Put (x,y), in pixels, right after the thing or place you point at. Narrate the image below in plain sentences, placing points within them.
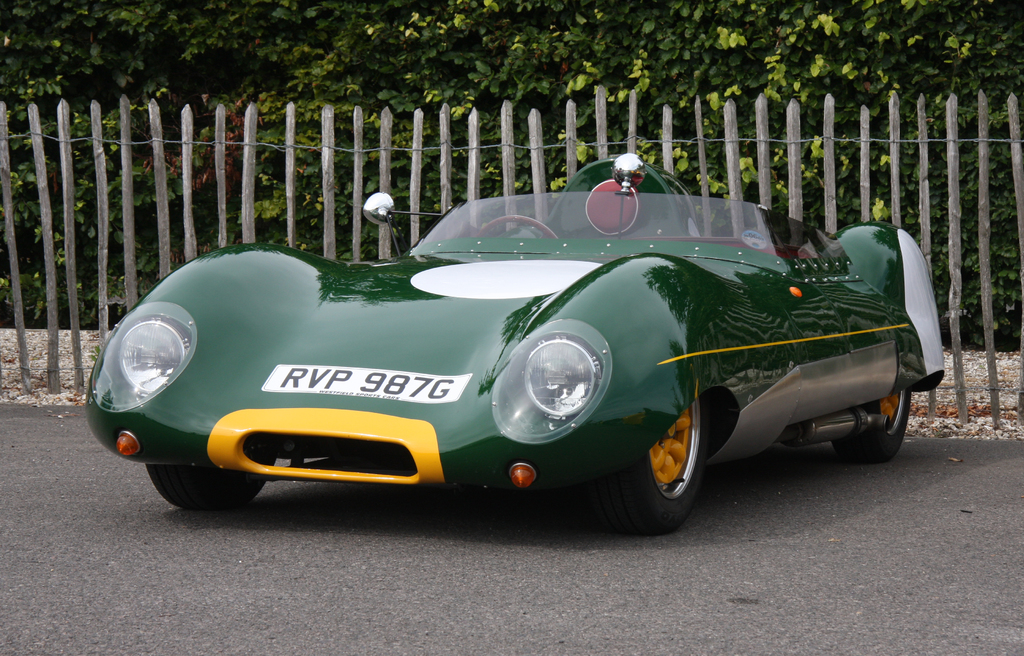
Here I can see a green color car (366,304) on the road (619,580). At the back of it there is a fencing (70,183). In the background (300,61) there are many trees (386,57).
